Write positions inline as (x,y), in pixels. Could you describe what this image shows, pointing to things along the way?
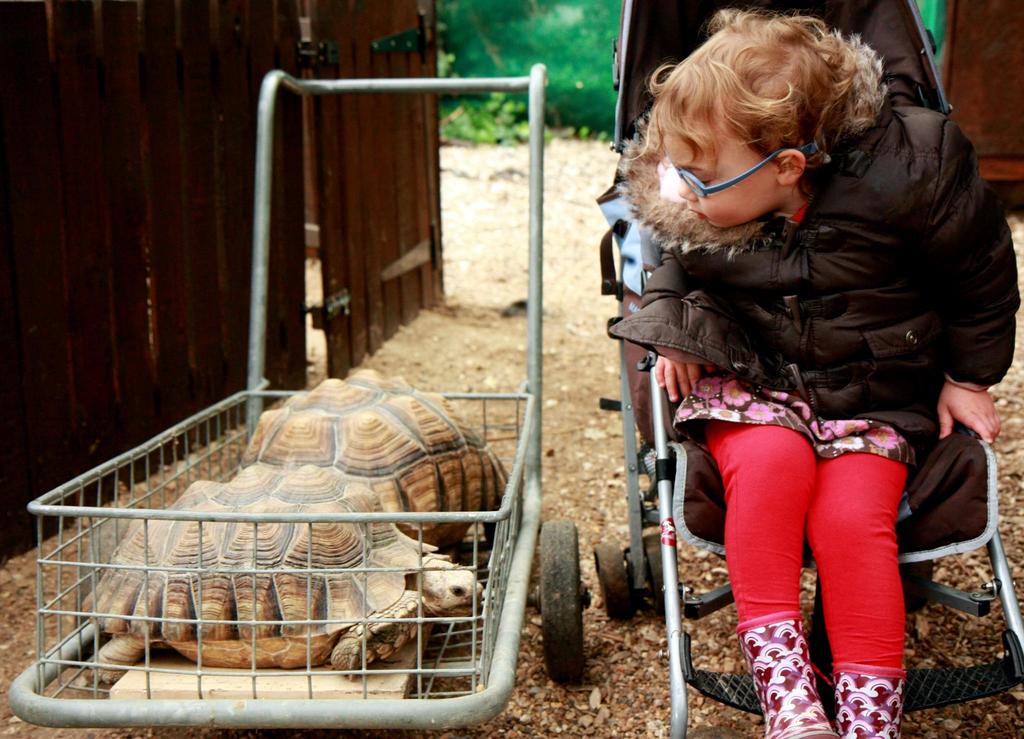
In this image there is a child (805,300) sitting in the baby walker (980,604), beside her there is a trolley (309,574) in which there are two tortoises (384,458). There is a wooden fence (192,202) and in the background (549,63) there is grass (558,87).
